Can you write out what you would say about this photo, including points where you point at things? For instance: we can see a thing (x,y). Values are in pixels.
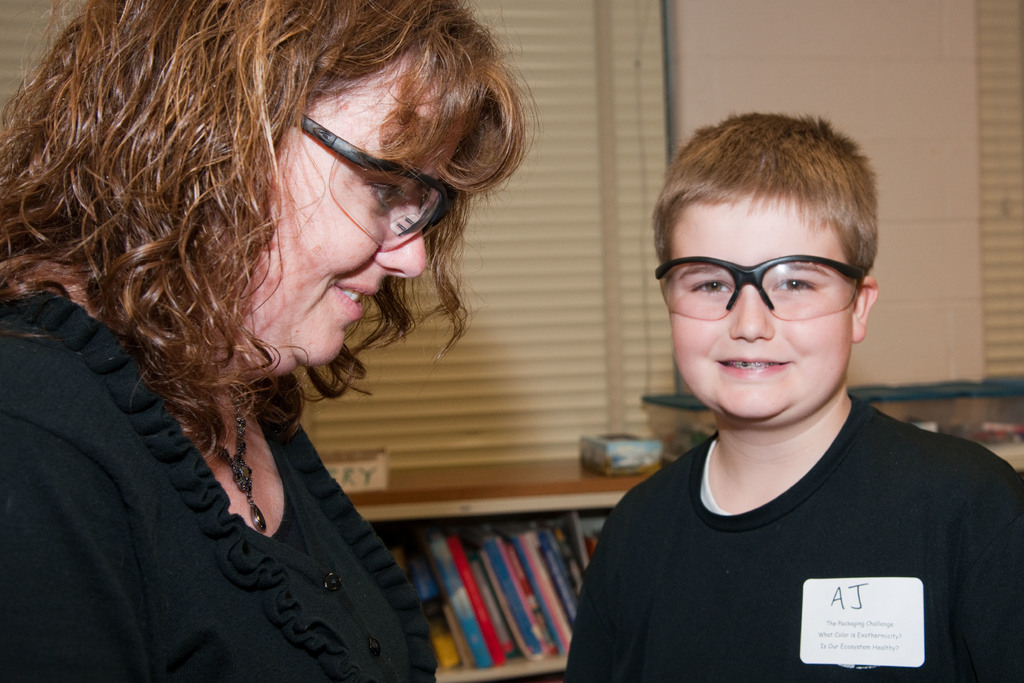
2 people (850,478) are standing in a room (430,579) wearing black dress (801,583) and glasses (775,263). There are books (485,560) in the shelf (487,490) and window blinds (519,372) at the back (584,400).
